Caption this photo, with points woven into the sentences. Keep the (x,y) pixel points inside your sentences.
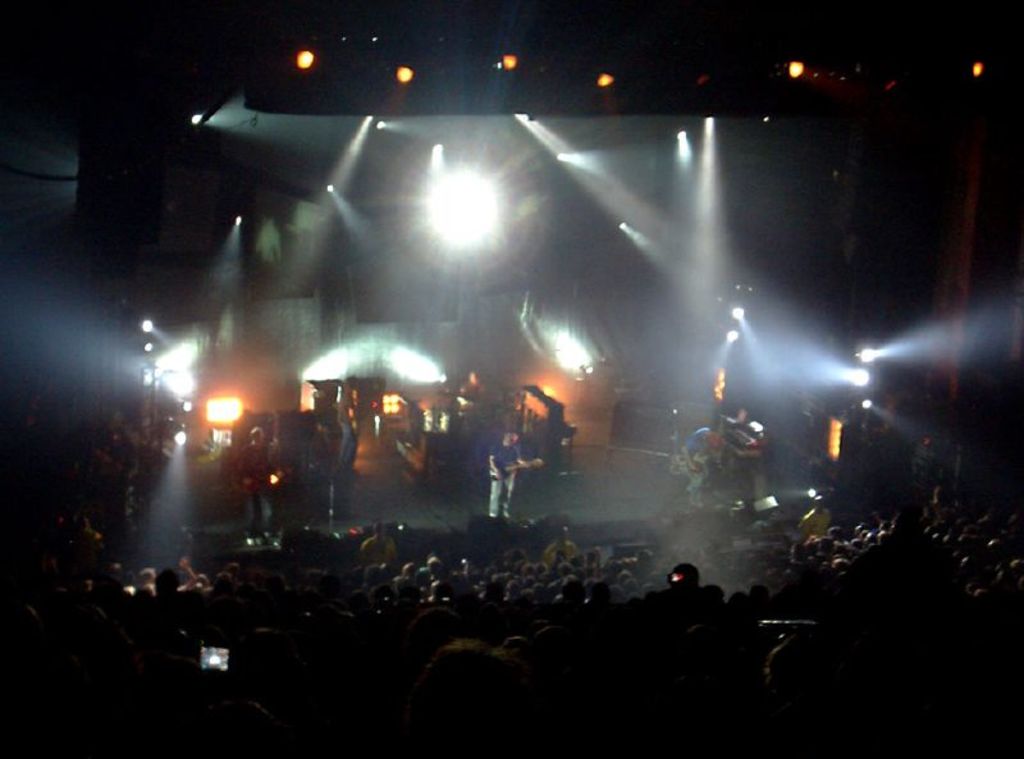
This picture is taken in the dark where we can see these people (542,608) are sitting and these people (255,499) are standing on the stage (442,502) and playing musical instruments (268,483). Here we can see the show lights (182,462).
